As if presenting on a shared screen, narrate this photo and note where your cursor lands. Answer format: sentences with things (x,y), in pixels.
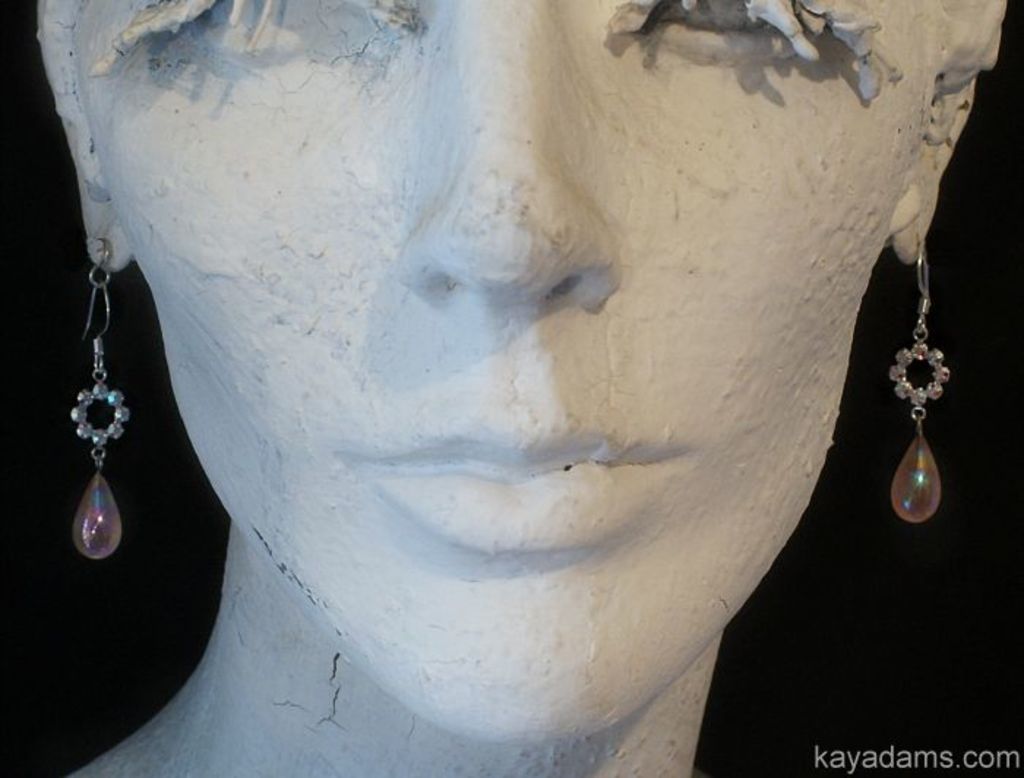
In this image we can see a statue (680,561). In the background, we can see some text (924,759).
